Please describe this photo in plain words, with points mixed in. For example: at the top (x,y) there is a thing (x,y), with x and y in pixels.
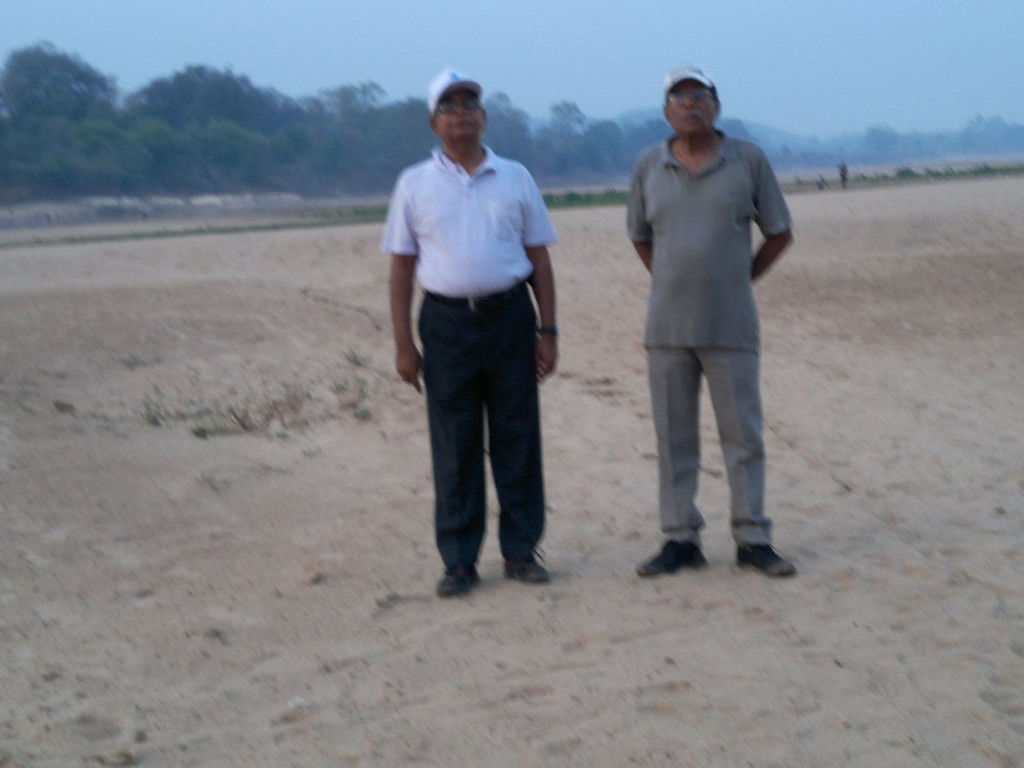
In this image we can see two persons (471,278) standing, and behind them, we can see trees (171,149) and sky (701,60).
